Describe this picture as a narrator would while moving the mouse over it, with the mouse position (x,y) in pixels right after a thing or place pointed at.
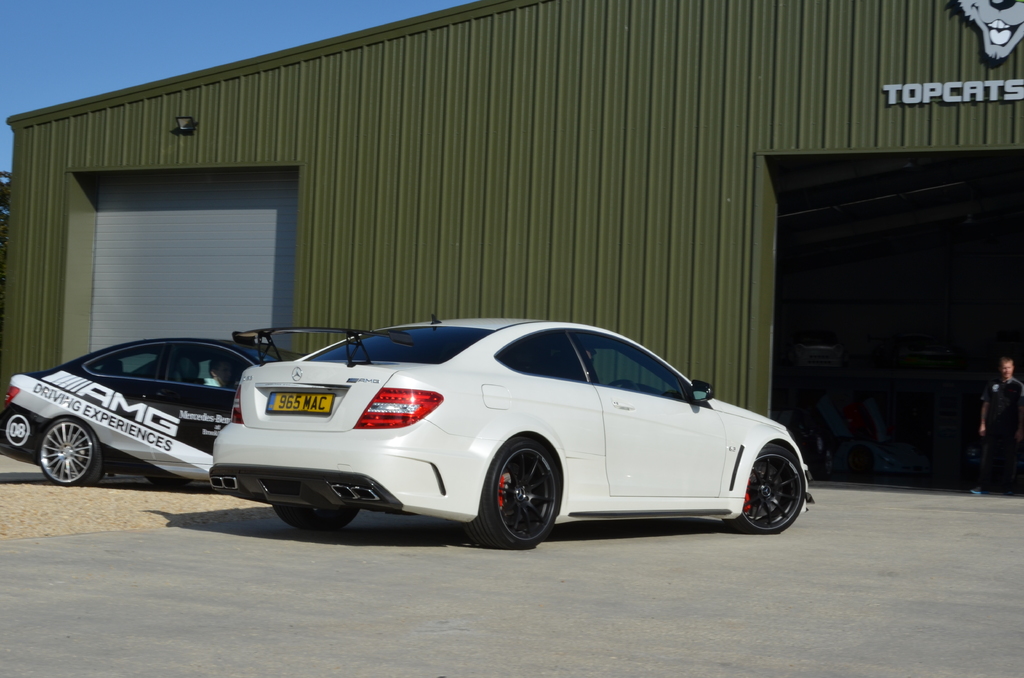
In this picture, we see two cars (243,453) which are in white and black color are parked on the road (442,556). At the bottom (599,621), we see the road (766,621). On the right side (994,386), we see a man (994,386) in black T-shirt (1004,400) is standing. Behind him, we see a garage (609,235) in green color. In the right top (996,85), we see some text (969,101) written on it. In the left top (145,53), we see the sky (134,67).
